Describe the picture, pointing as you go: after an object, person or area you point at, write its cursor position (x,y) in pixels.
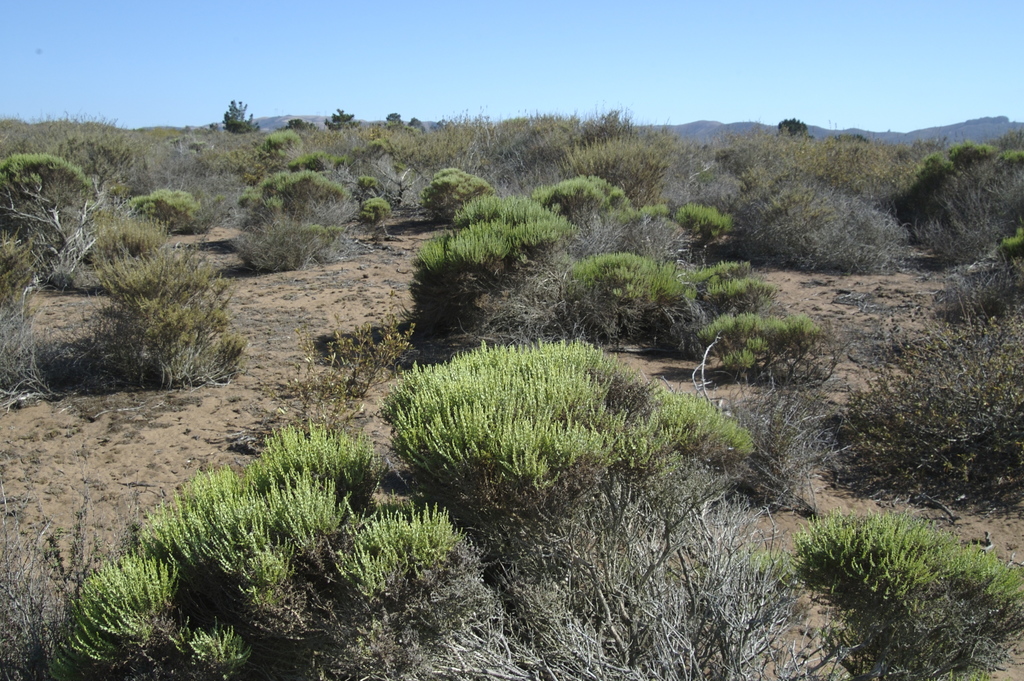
In the picture we can see a surface (787,536) with plants (272,562) and in the background (338,214) also we can see, full of plants (525,192), hills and sky (158,107).
